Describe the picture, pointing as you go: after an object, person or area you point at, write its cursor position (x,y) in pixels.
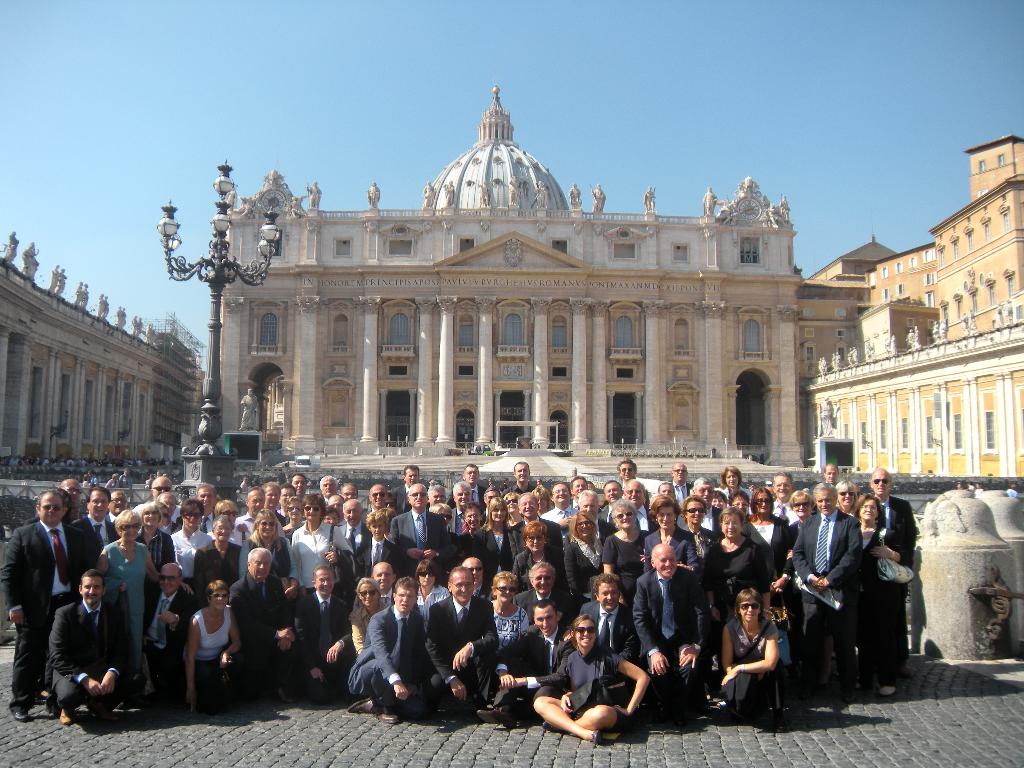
In the foreground of this image (333,549), there are persons (369,590) sitting and standing on the pavement (320,726). In the background (230,432), there is a light pole (206,413), sculpture (243,399), buildings (269,389) and the sky (385,108). On the right side (967,605), there are stone structures (990,551).
